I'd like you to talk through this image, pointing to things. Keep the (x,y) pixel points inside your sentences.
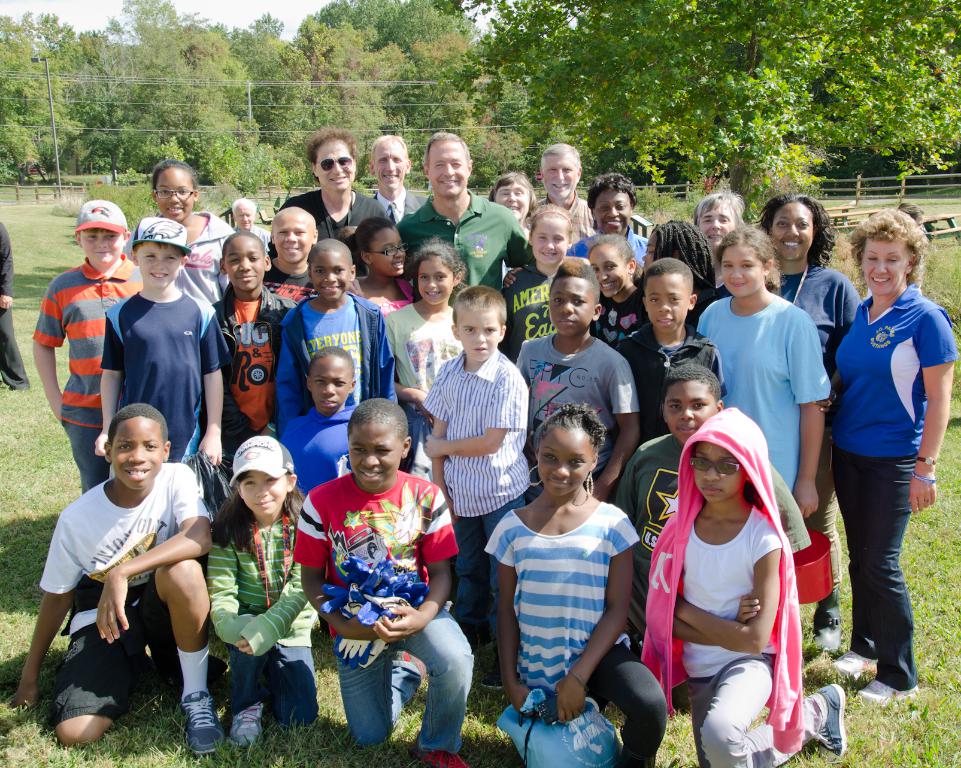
In this image I can see the group of people (395,334) with different color dresses (296,447). I can see three people (257,516) wearing the caps (286,455). In the background (273,183) I can see many trees (528,173), fence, pole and the sky (182,9).
